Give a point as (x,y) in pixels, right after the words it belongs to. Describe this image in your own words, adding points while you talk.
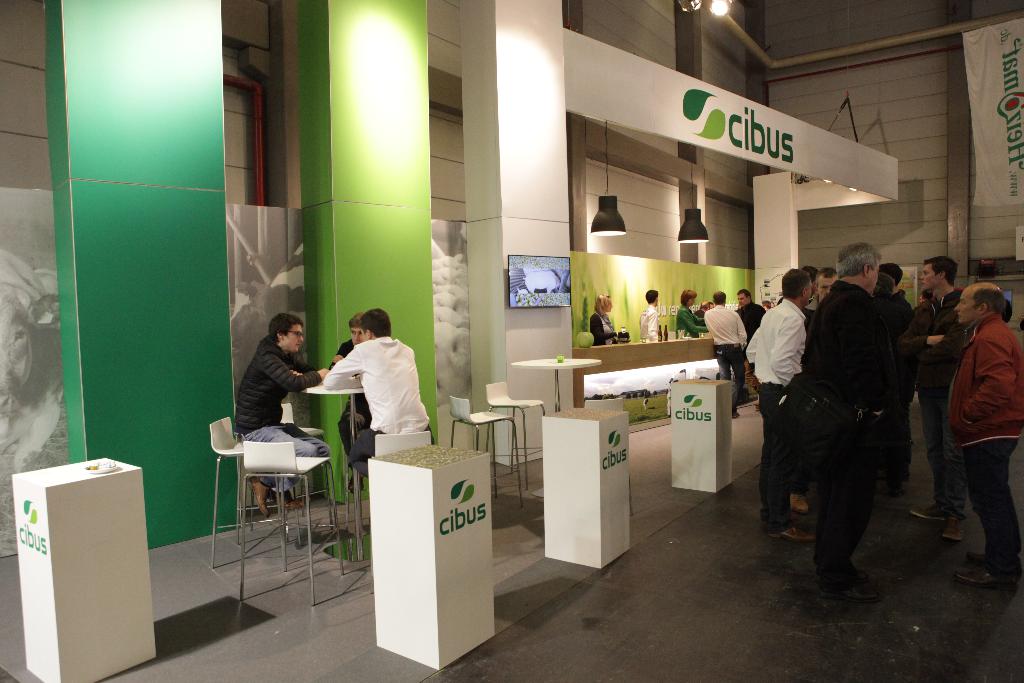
In this image On the left (309,429) there is a table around that there are three men (286,387) sitting on the chairs (265,458). On the right (897,363) there are many people (946,447). In the middle (541,287) there is a woman (606,313), men (718,346), TV (565,293), table (591,362), chairs (493,429), lights (601,222) and wall (910,224).
